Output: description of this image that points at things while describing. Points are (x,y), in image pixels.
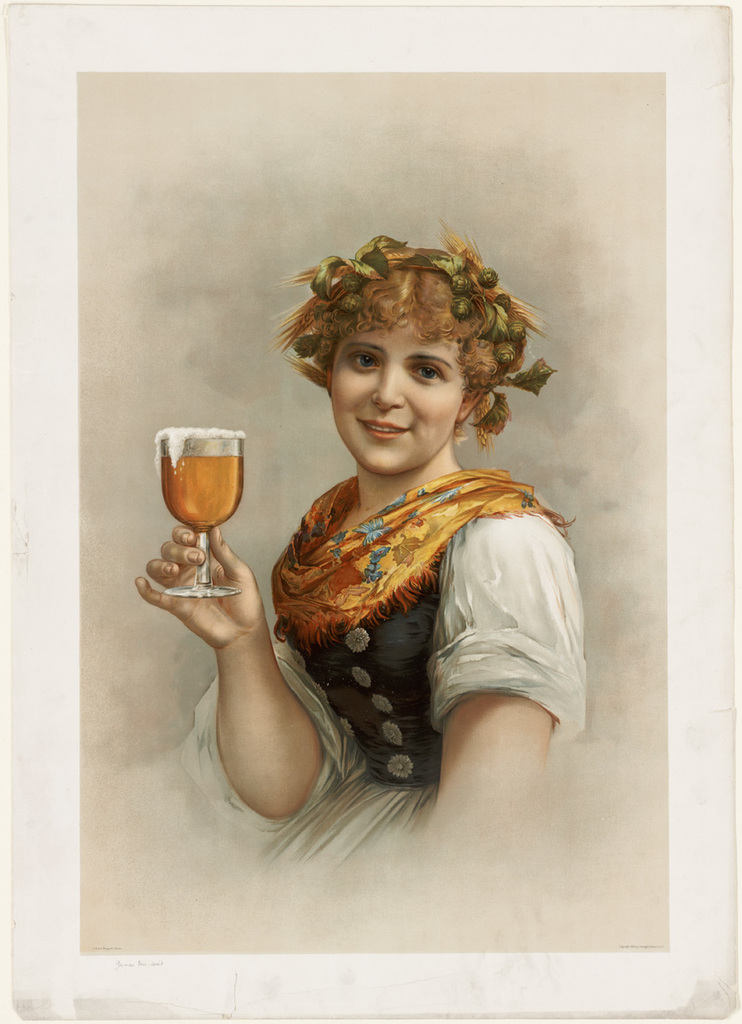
This picture contains a photo frame (54,759) in which woman (382,704) wearing white and black dress (410,662) is holding a glass (213,524) containing liquid (230,500) in her hand (191,575) and she is smiling.
